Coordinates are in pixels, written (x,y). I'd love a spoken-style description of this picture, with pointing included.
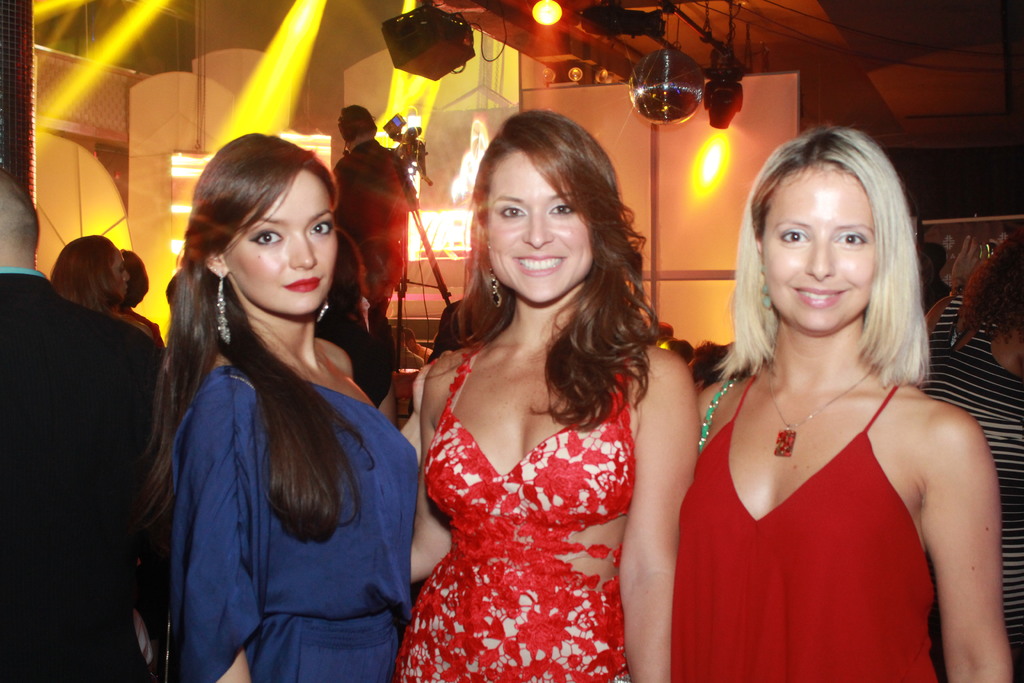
In front of the picture, we see three women (602,369) are standing. They are smiling and they are posing for the photo. On the left side (145,416), we see a man (43,472) in the black blazer (43,489) is standing. Behind them, we see the people (935,260) are standing. In the middle (366,243), we see a man (358,205) in the black shirt (364,216) is standing. Beside him, we see a stand (417,216). In the background (711,230), we see a wall (696,227). At the top (420,28), we see the lights (423,83), projector (435,63) and the ceiling (865,38) of the room (942,64).
